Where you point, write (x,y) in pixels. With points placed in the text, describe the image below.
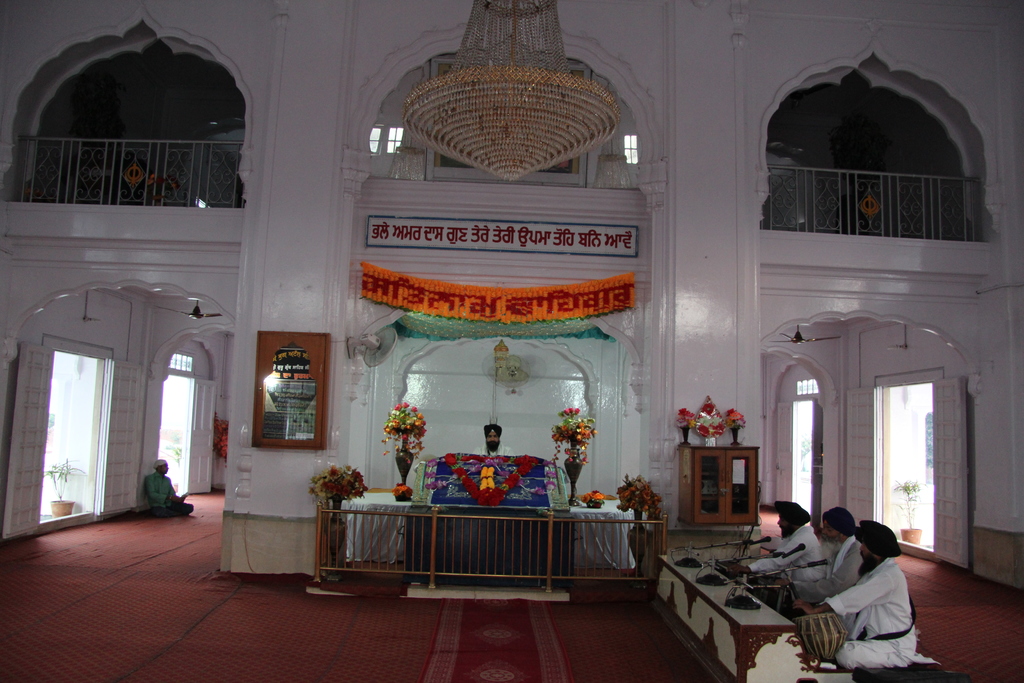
This is an inside view of a building (293,230) and here we can see railings (414,570), ceiling lights (518,74), fans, house plants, people (822,540) and some are wearing kurtas (815,557) and caps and we can see drums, mics (732,545) and some other objects (721,584) on the stand (751,645) and we can see a board (290,383) on the wall (412,388) and there are flower vases (408,472) and we can see an object (458,487) on the table (483,514) and some garlands (454,460). At the bottom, there is a floor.
